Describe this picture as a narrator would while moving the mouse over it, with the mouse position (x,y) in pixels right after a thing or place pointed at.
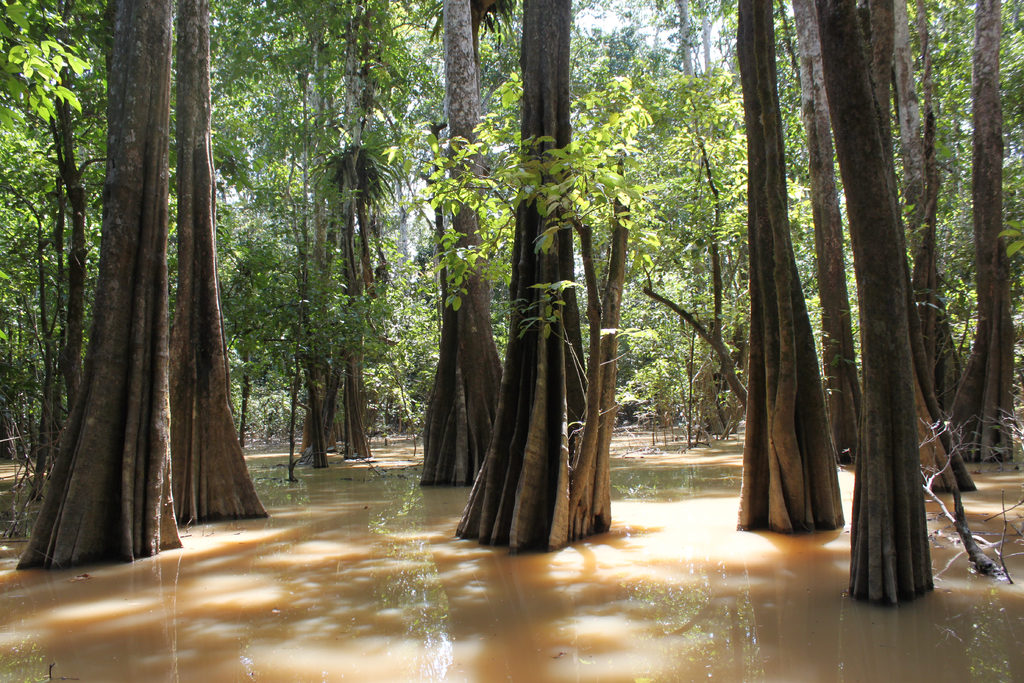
Here we can see water (289,630) and a number of trees (613,117).
